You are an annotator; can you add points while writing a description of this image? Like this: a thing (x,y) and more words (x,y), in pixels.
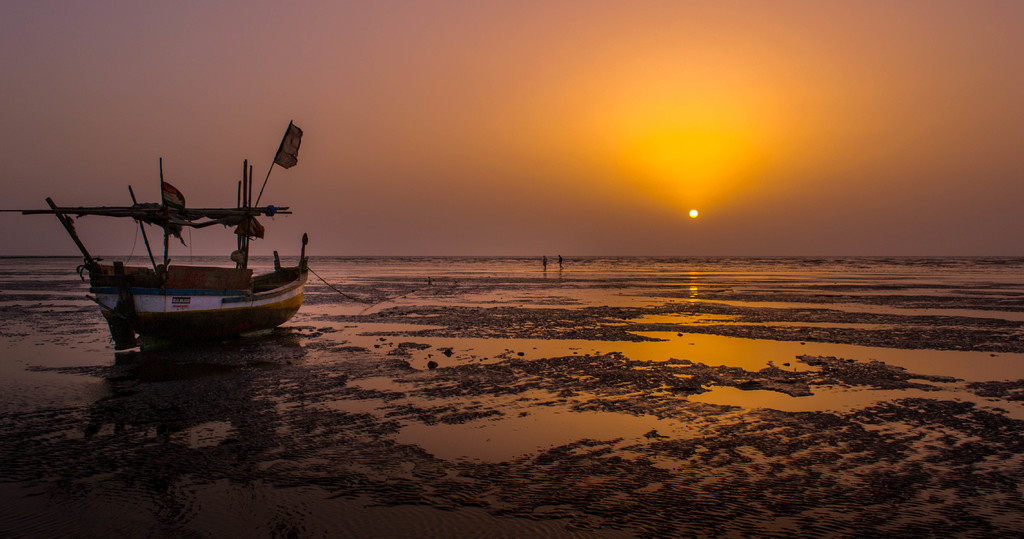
At the bottom of the image (680,420) there is mud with water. And also there is a boat (144,271) with poles (177,215). In the background (32,260) there is water (910,275). At the top of the image (771,139) there is a sky (705,198) with sun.
